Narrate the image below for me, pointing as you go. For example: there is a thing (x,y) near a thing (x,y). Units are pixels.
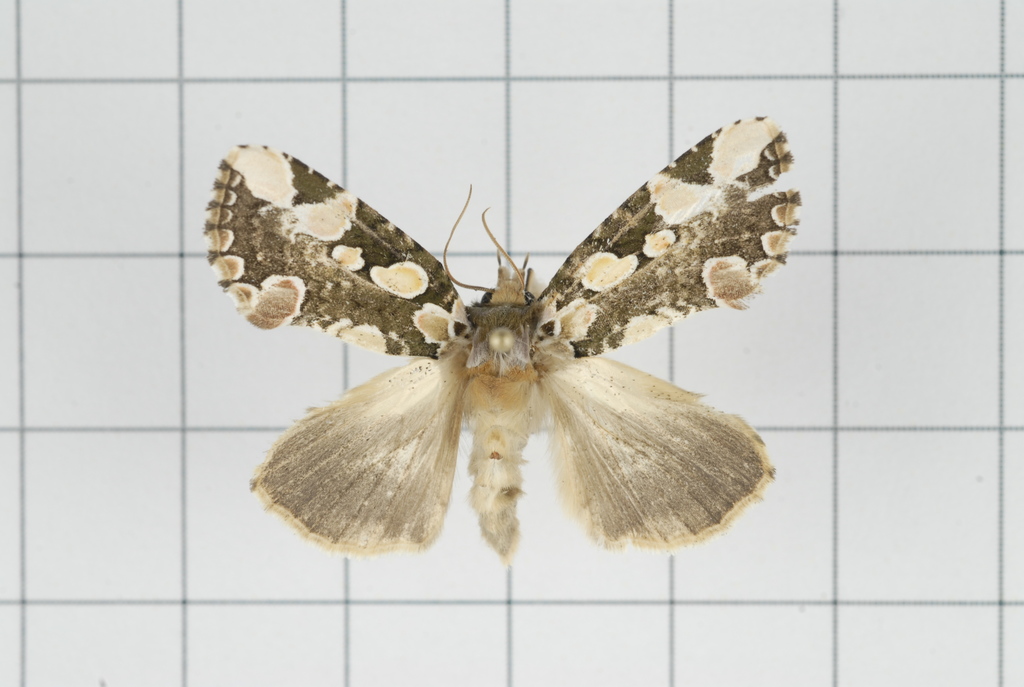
As we can see in the image, there is a insect (470,308) on white color tiles (496,85).
